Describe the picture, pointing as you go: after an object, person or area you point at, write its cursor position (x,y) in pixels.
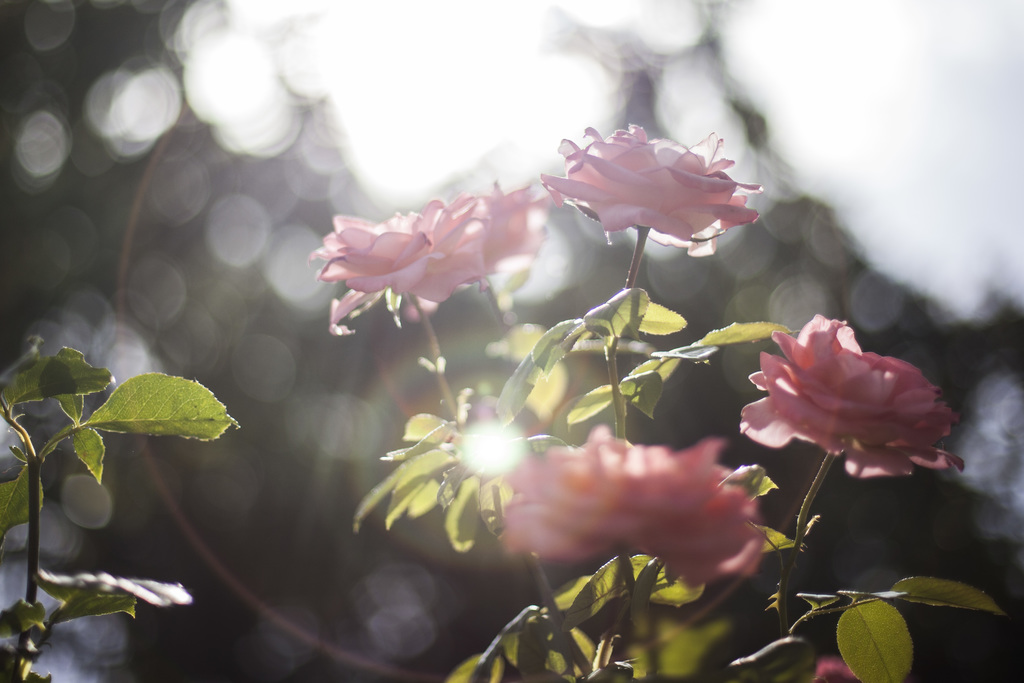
In this picture we can see few flowers (889,463) and plants (82,389), and also we can see blurry background (878,139).
